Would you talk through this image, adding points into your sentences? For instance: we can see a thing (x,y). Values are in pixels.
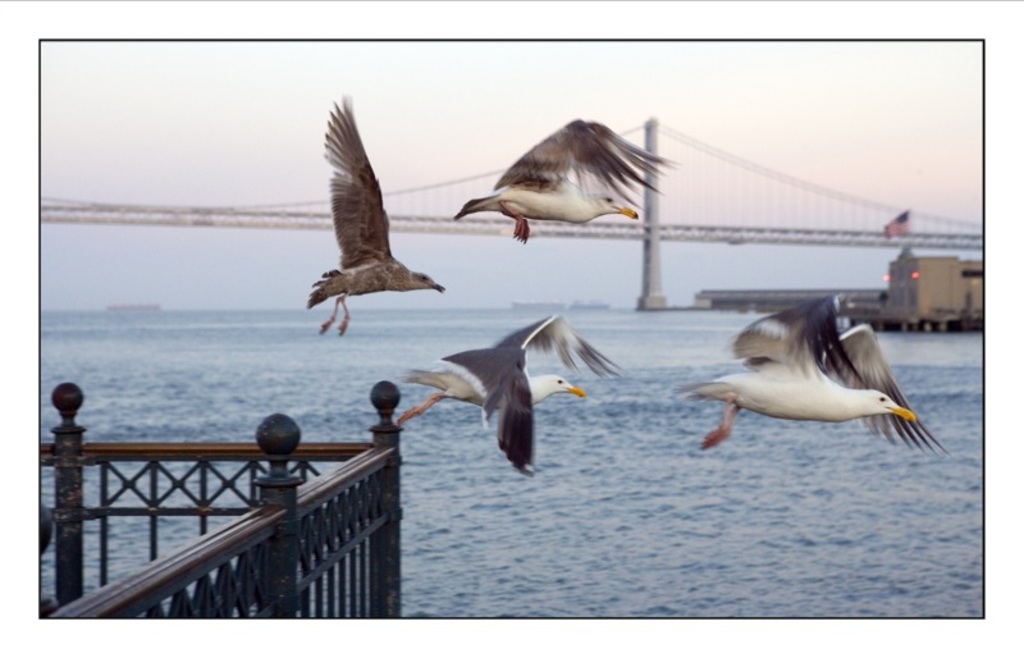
In the picture I can see white color birds (593,348) are flying in the air (582,289). In the background (323,462) I can see fence (302,515), water (557,418), the sky (687,277) and some other things (913,313).
